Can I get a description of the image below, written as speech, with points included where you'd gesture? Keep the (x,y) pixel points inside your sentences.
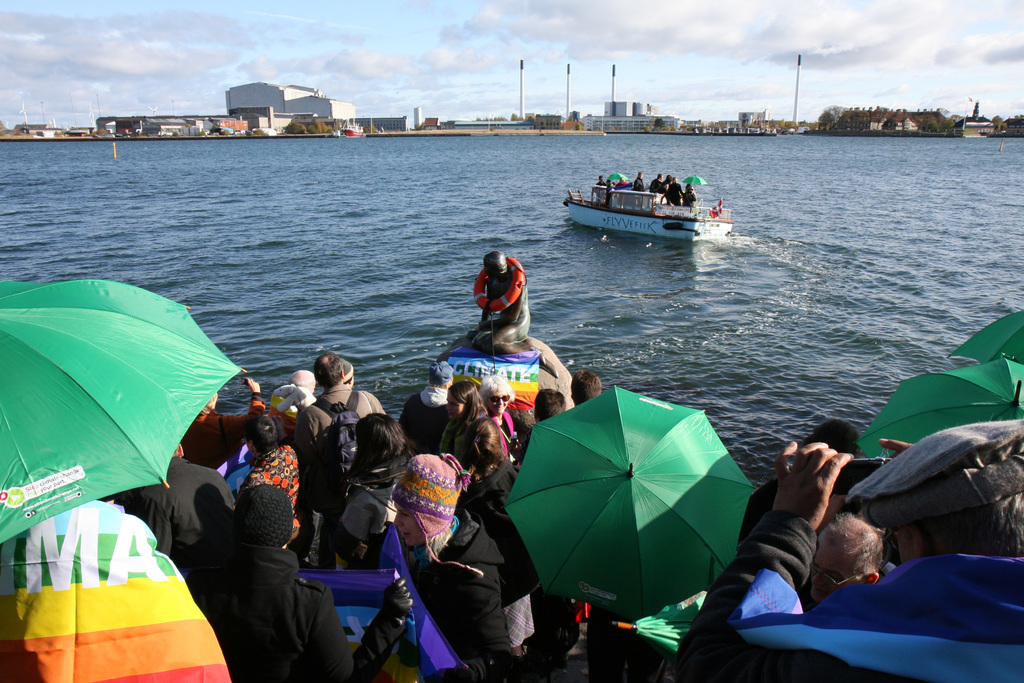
In the foreground of this image (317,483), there are persons (198,483) holding umbrellas (738,478) in their hands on the shore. In the background (488,291), we can see a statue (504,314) sitting on a rock (543,383) in water (713,246), a boat (658,220), buildings (267,116), poles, trees (932,124), the sky (472,68) and the cloud (439,54).
